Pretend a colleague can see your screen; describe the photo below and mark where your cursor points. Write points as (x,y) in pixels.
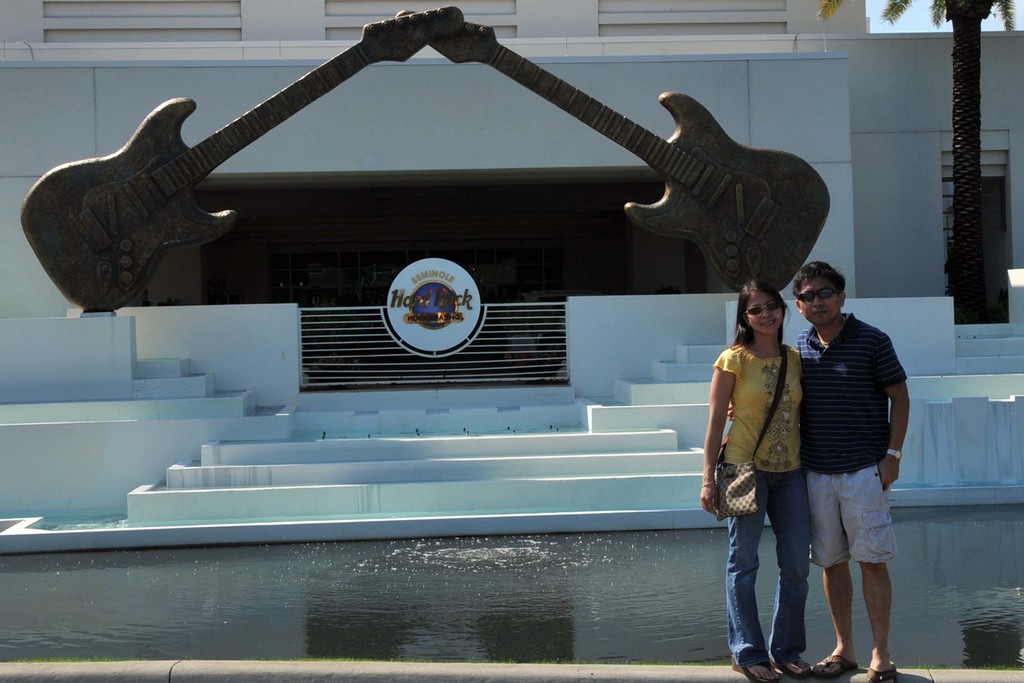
On the right (773,452) there is a man (812,334) and a woman (792,447) are standing on a platform (809,677). In the background (667,596) we can see water (535,606), two guitar statues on a platform (427,397), wall (363,79), gate (438,370) and on the right (889,22) there is a tree (893,6) and sky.
